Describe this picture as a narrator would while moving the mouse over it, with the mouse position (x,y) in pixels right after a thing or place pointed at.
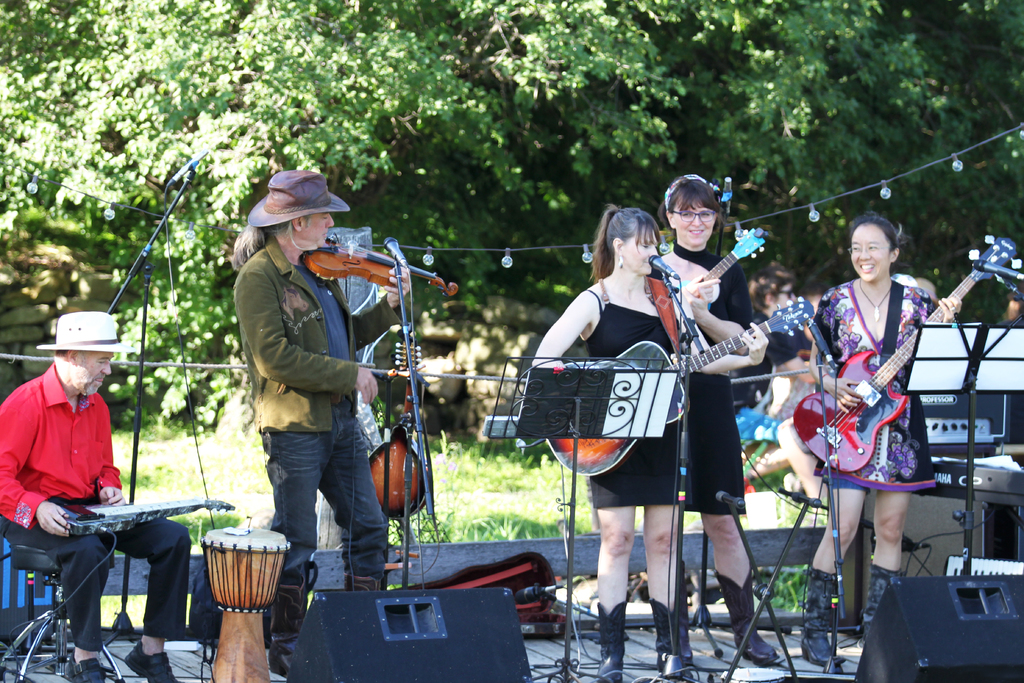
In this image, few peoples (885,286) are standing. And they are playing a musical instruments (850,422). Guitar (847,422), violin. In-front of them, stands (409,499), microphone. Here left side of the image (62,540), a man (56,516) is sat on the stool (51,563). In his lap (82,541), there is a musical instrument (105,520). These two peoples (81,497) are wearing a hats (296,189) on his head (272,234). At the background (429,121), we can see few trees (430,106). And here bulb (506,261) that are hung by the wire (557,248).
